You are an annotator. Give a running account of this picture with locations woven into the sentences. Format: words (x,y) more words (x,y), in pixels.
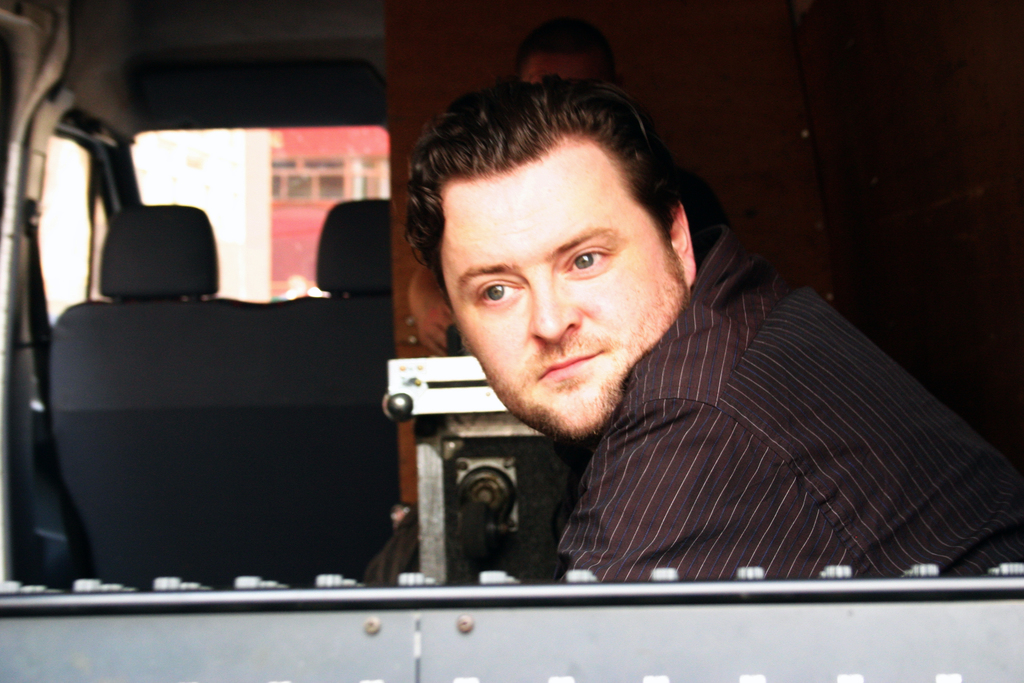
The person (766,426) wearing black shirt (732,422) is sitting in a car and there is another person (579,61) beside him.
